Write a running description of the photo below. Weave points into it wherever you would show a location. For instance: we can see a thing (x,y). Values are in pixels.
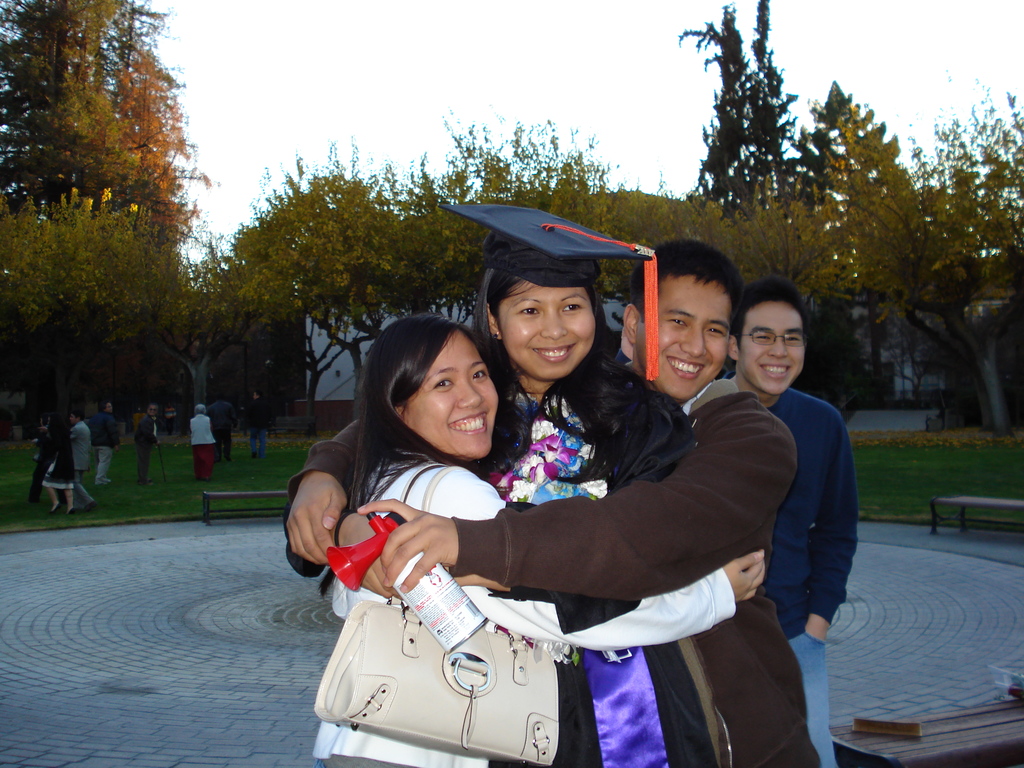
In this image in the front (590,531) there are persons (621,525) standing and smiling. In the background (208,444) there are empty benches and there is grass (165,458) on the ground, there are trees (284,247), persons (139,467) and there is a wall (346,356).
